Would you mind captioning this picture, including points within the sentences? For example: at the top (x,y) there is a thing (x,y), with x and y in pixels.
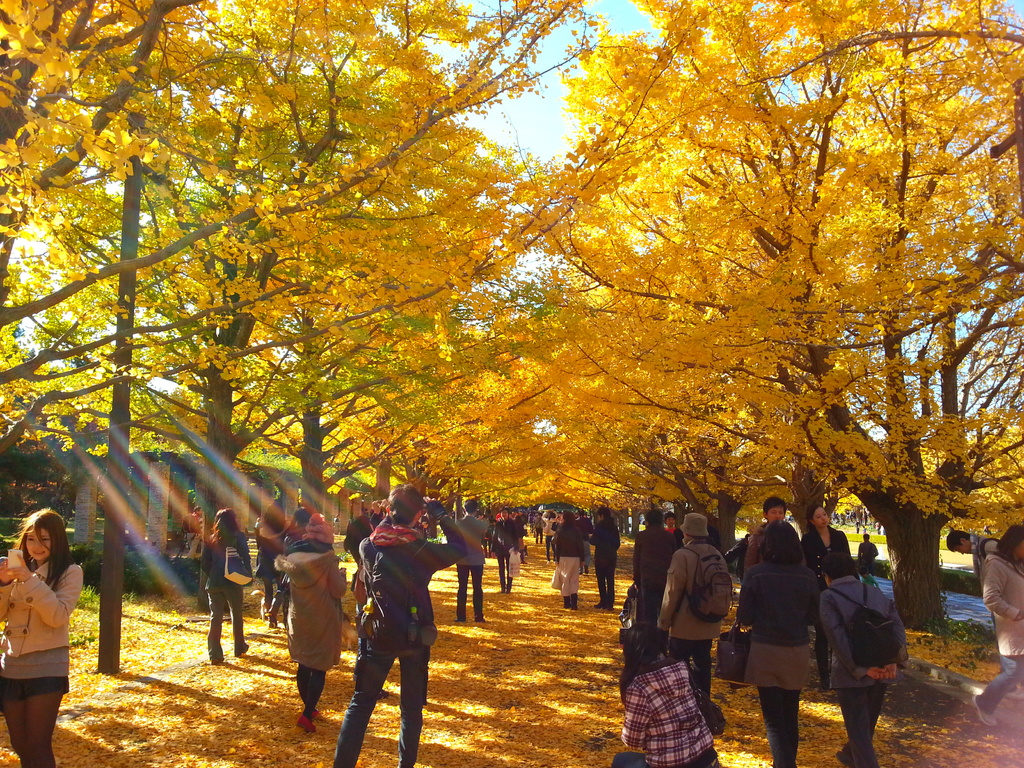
In this image I can see the group of people (292,653) with different color dresses (373,655). I can see few people (648,591) with the bags (381,595) and one person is wearing the hat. In the background (40,363) I can see many trees (498,332) and the sky (555,76).
